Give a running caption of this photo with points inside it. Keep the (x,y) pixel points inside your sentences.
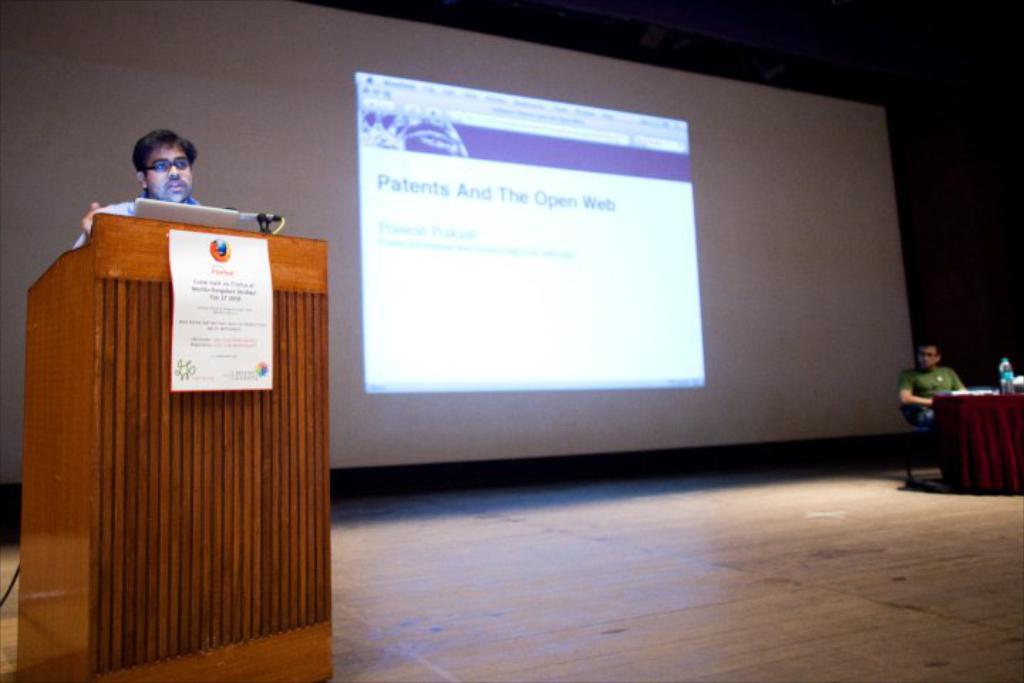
In this picture we can see a man (122,209) in front of a podium (127,240), on the right side (920,395) there is a person (949,391) sitting in front of a table (974,397), we can see a bottle (1005,378) and papers (986,393) present on the table (952,395), in the background (673,283) there is a screen (450,155), we can see some text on the screen (482,207), there is a paper (231,340) pasted on the podium (296,337).
